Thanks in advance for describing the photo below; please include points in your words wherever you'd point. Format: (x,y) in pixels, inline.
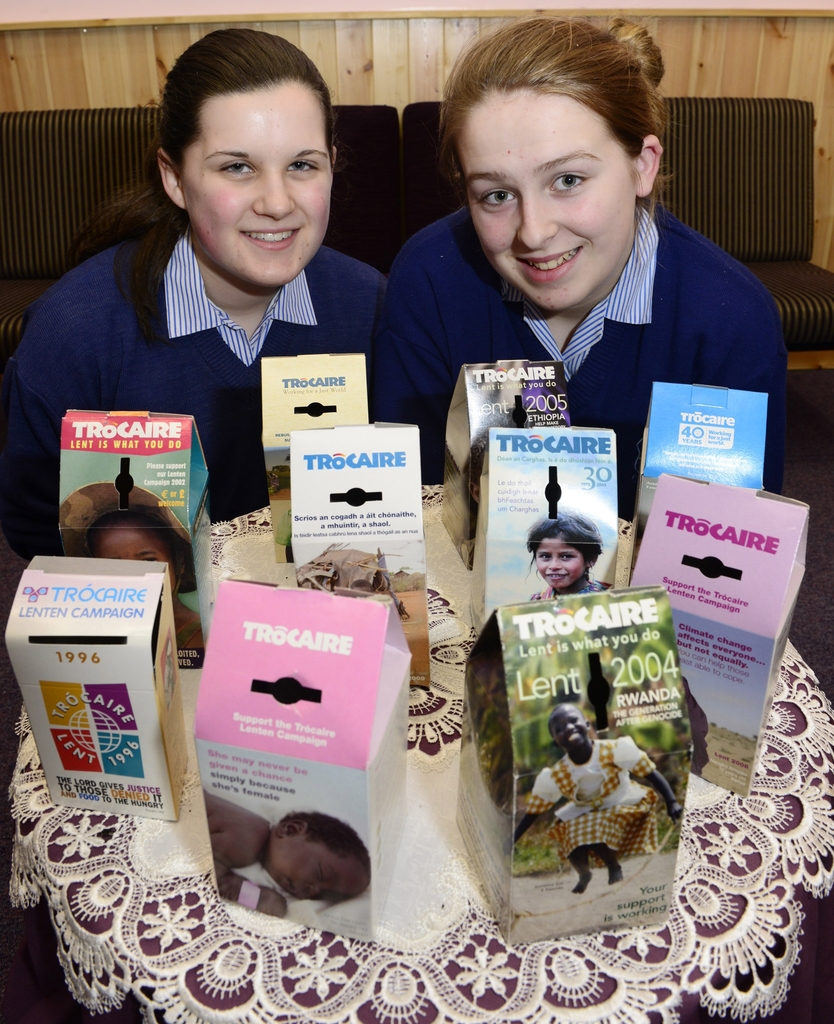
In this picture we can see two women (507,151), they both are smiling, in front of them we can see few boxes (537,760) on the table (683,912).
